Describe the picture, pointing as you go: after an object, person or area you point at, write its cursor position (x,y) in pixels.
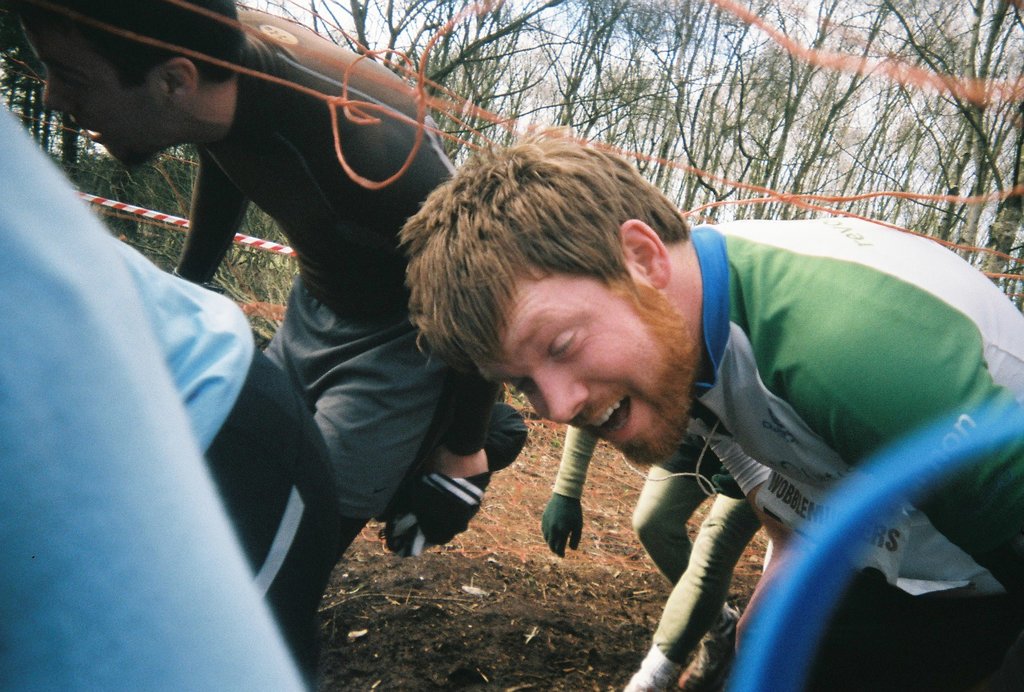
In this image I can see few persons (613,378) are bending and I can see orange colored net (360,178) above them. I can see the ground (506,613), a blue colored object (767,676), a red and white colored ribbon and few trees (761,120). In the background (507,41) I can see the sky (529,39).
